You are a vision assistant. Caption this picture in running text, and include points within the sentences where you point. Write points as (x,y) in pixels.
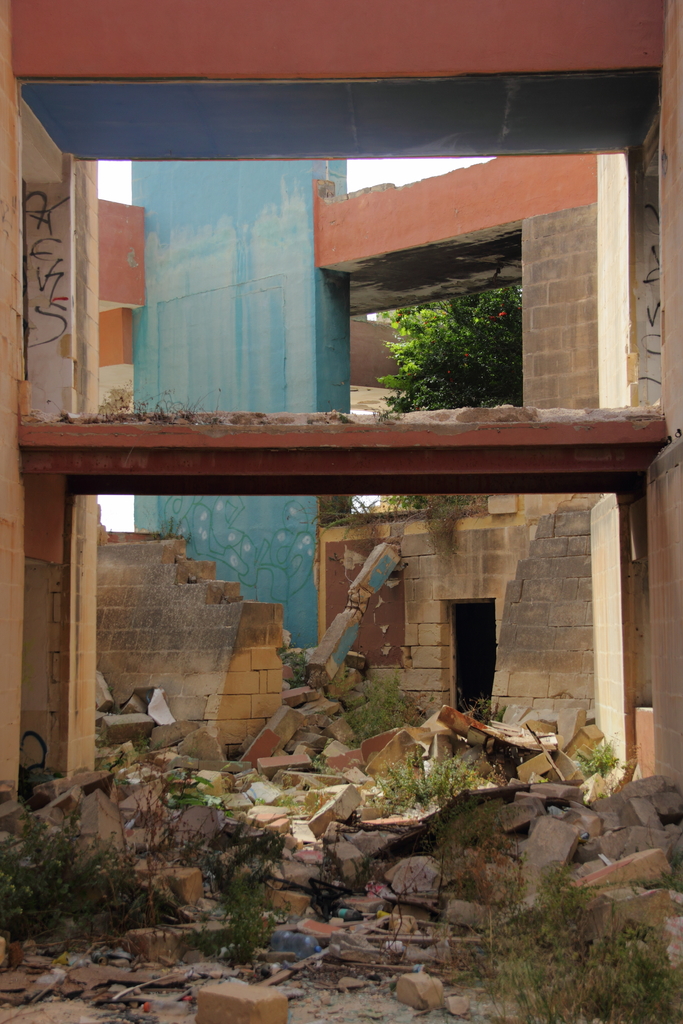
At the bottom of the image (426,954) I can see some bricks (133,794) and plants (85,913) on the ground (65,967). In the background (264,239) there is a building (138,356), stairs (173,559) and a tree (478,356).
